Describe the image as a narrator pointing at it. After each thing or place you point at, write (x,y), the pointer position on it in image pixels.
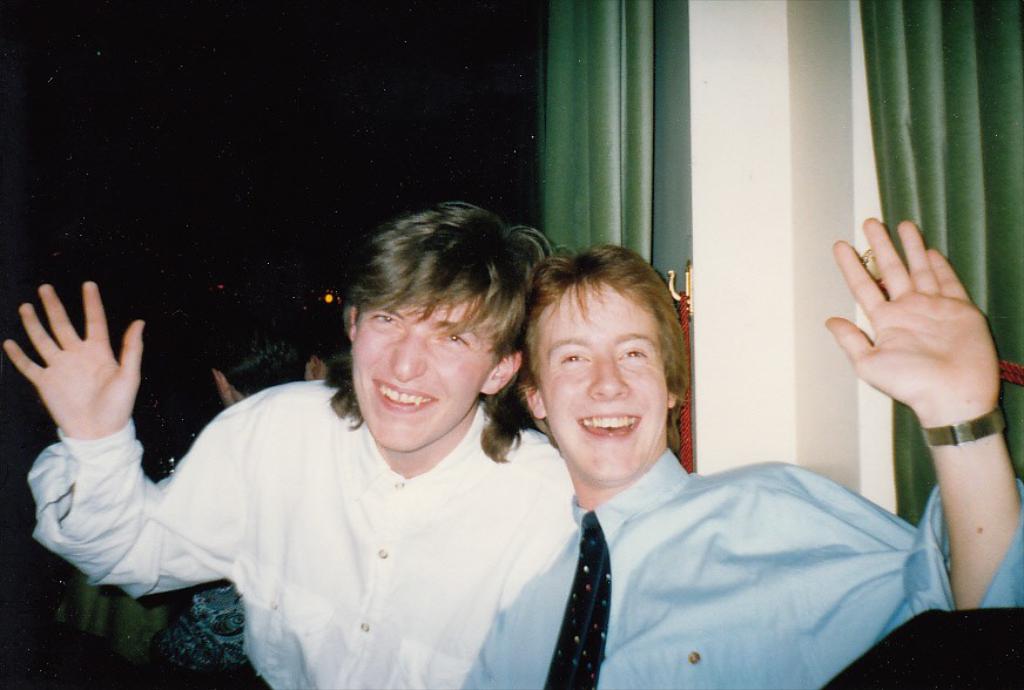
In this image I can see two persons (510,535) smiling. Behind them I can see the wall (714,221), the curtains (600,92) which are green in color, a person (257,375) and the dark background (268,353).
